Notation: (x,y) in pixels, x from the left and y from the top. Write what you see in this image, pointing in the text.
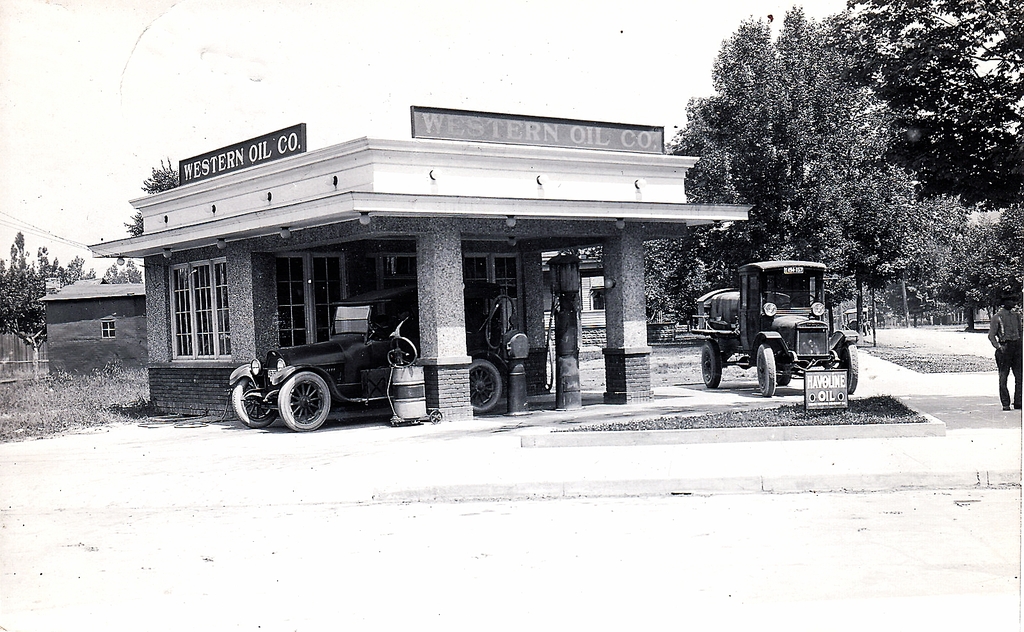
This is a black and white image in this image in the center (343,265) there are some houses (271,329), trees (948,126), vehicles (811,288) and some persons (1017,347). At the bottom (519,568) there is sand grass (299,457), and at the top of the image (409,56) there is sky (394,42).
